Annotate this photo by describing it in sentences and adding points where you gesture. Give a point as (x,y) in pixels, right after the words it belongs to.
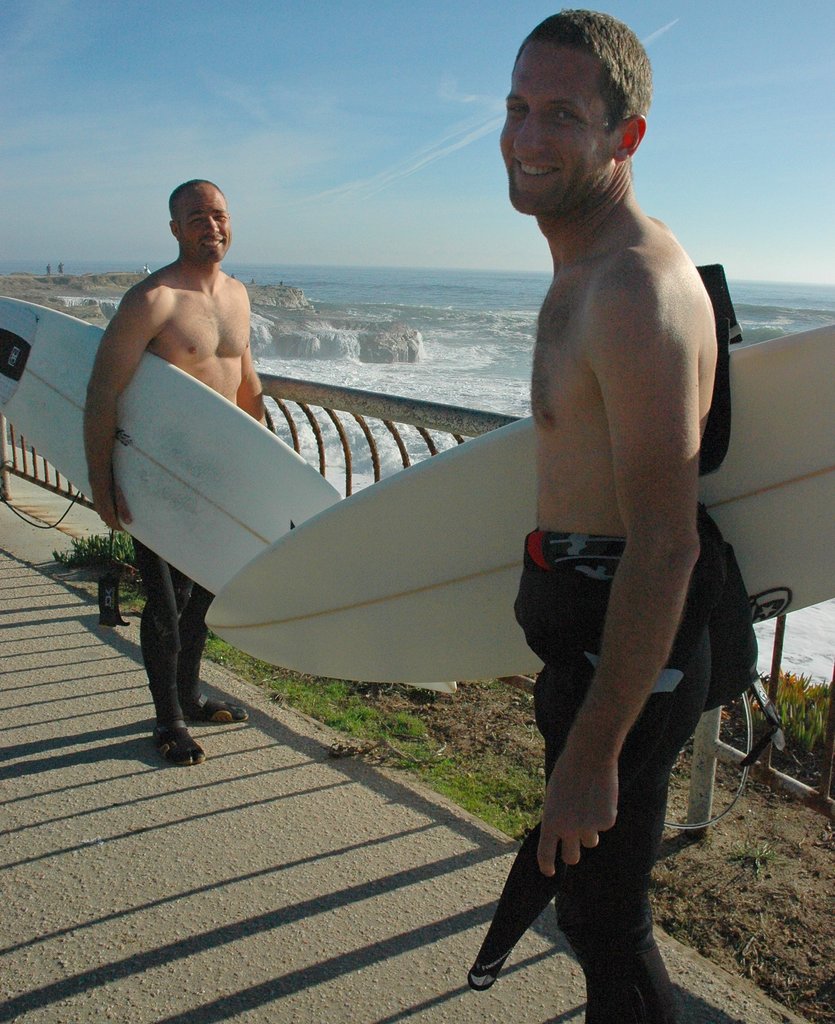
These two persons (568,36) standing and holding surfboard (361,531). On the background (480,349) we can see water (480,353), sky (403,117). This is grass (419,738). This is plant (799,710).
